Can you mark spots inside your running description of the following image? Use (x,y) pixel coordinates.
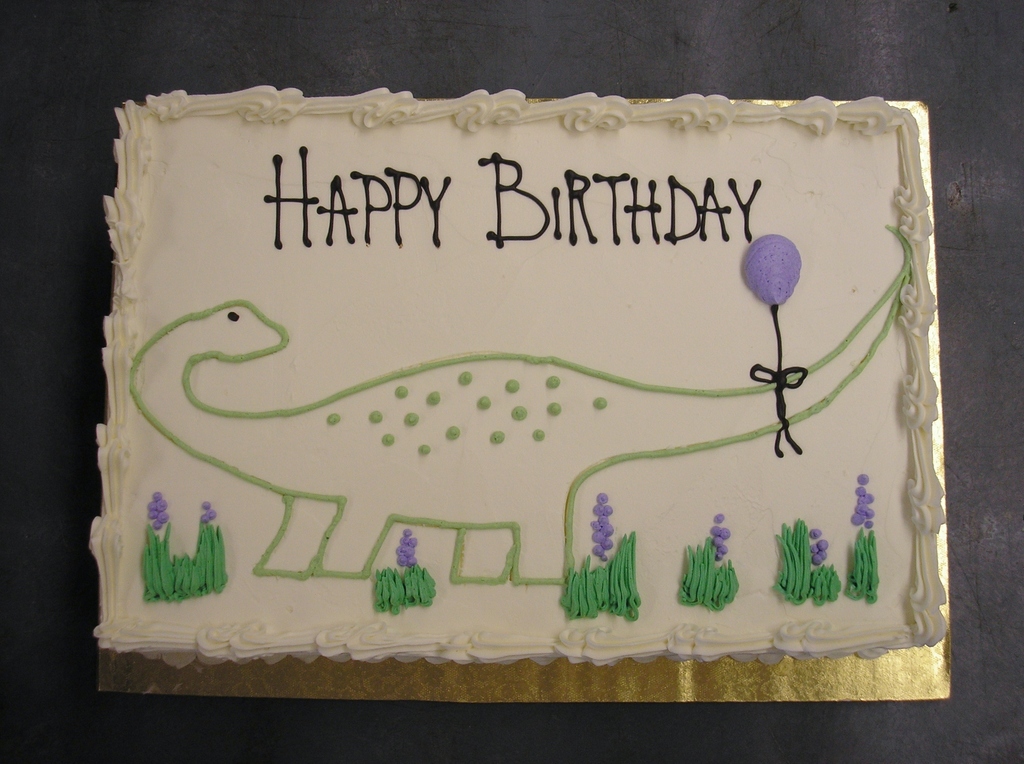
In this picture I can see there is a cake (523,329) placed on the golden cardboard (583,671) and there is something written on it and there is a dinosaur (496,502) on the cake (528,341). It is placed on the black surface (48,559).
